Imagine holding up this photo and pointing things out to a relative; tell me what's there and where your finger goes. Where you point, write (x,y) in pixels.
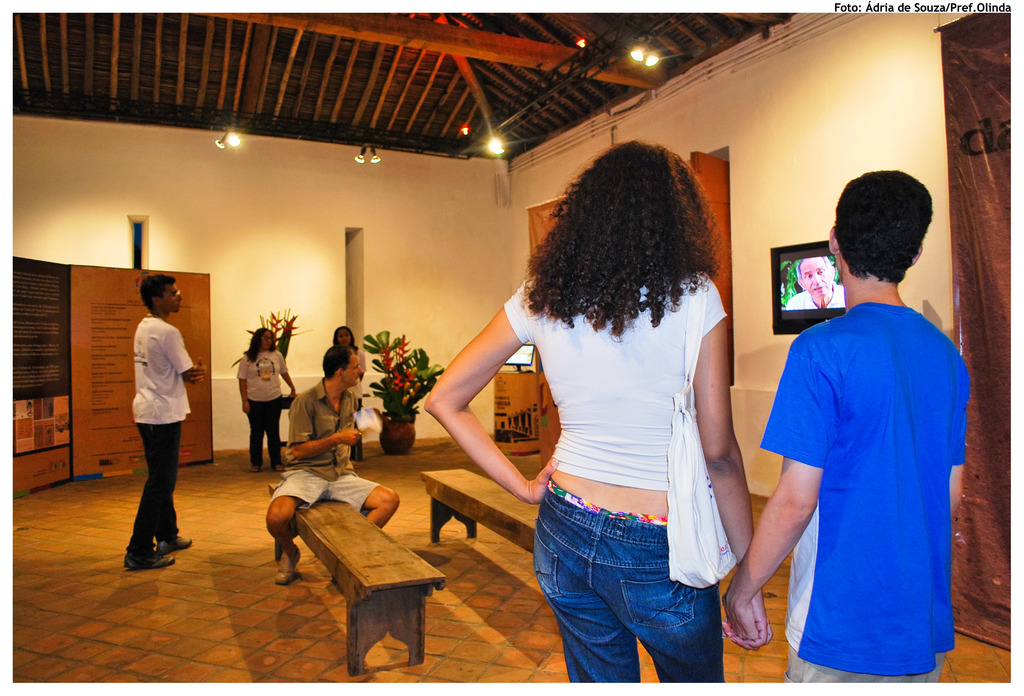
In this image we can see a group of people (594,548) standing on the floor (517,611). We can also some benches (429,590), a person (376,484) sitting on a bench (403,557), a television (788,326), the monitor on a table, a board (94,279) with some text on it, the metal frame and some ceiling lights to a roof (361,108).
